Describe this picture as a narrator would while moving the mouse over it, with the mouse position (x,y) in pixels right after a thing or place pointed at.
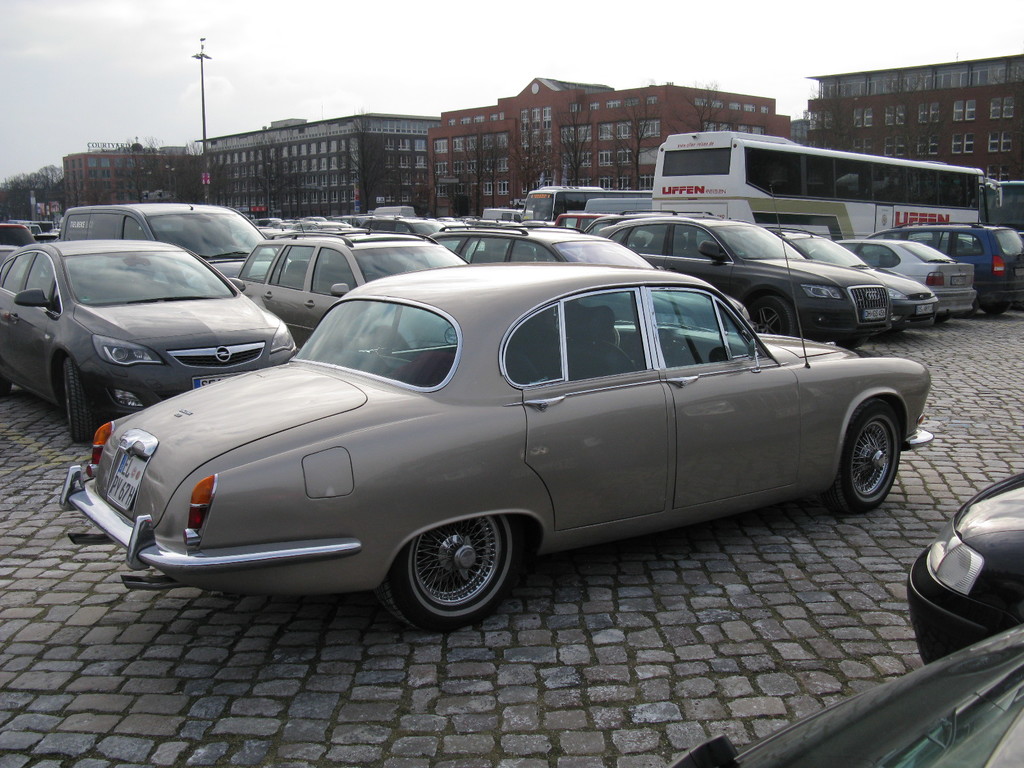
In this image we can see so many cars (473,359) and buses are parked, behind buildings (456,157) are there and one pole (200,56) is present. The sky (479,50) is full of cloud (425,50).
